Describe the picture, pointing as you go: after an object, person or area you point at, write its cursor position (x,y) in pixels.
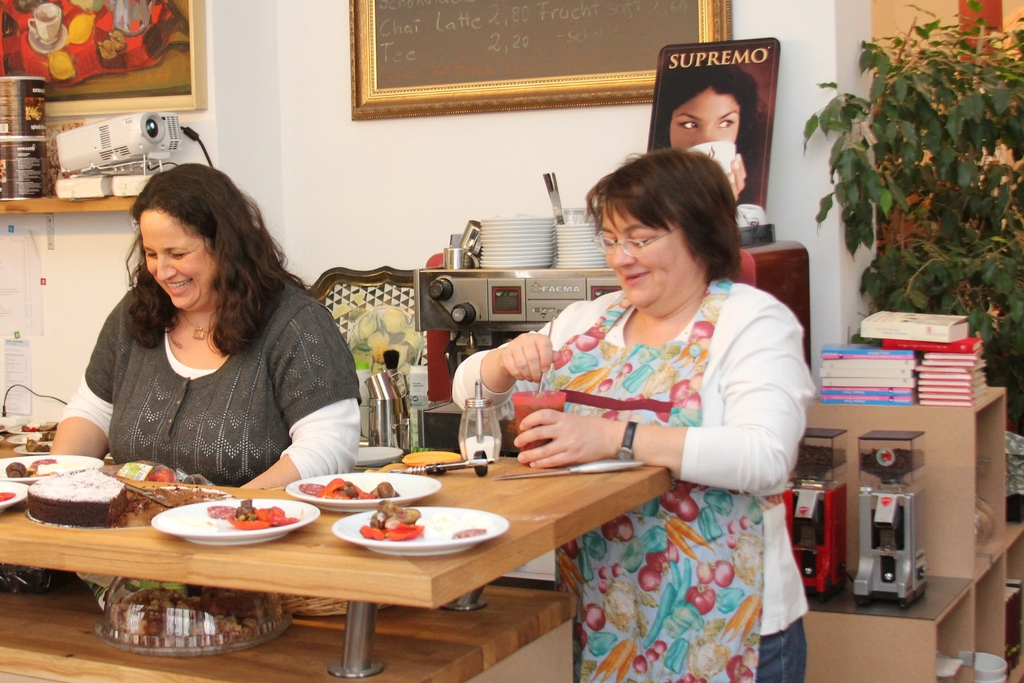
In this image i can see two women (649,407) and there are some food items (52,468) on the table (492,564) at the background of the image (964,244) there are books (910,398), plants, paintings (123,104) and projector (118,156).
